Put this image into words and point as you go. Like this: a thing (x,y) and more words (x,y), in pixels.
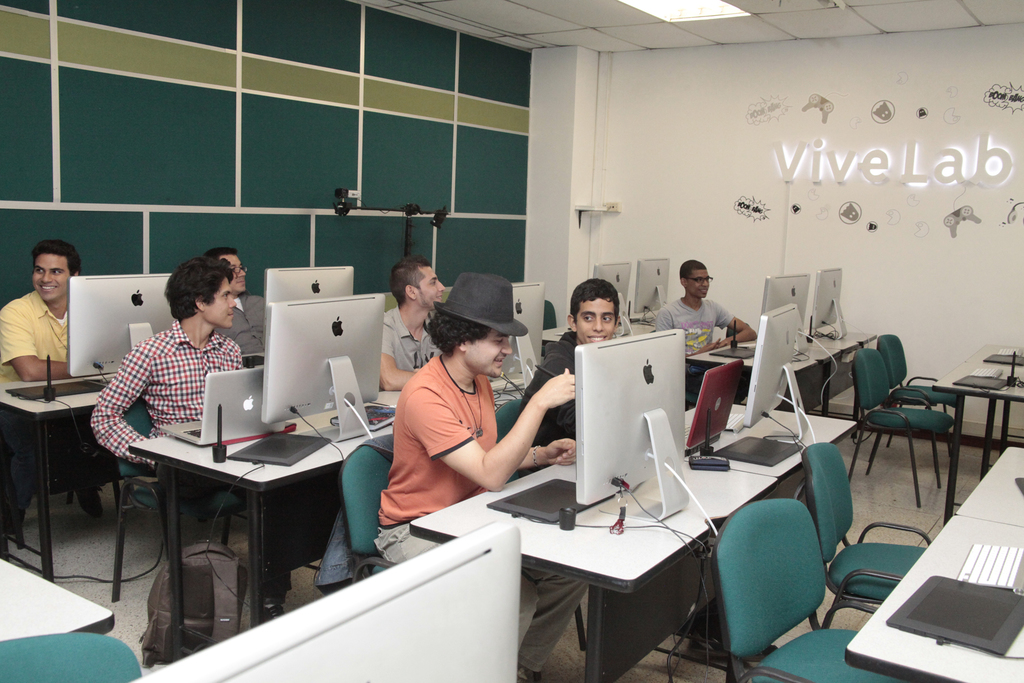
A picture inside of a room (261,138). On wall (708,205) there are stickers (996,98) and light (813,157). These persons (420,304) are sitting on a chair (853,395), in-front of them there are tables (845,422), On this tables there are laptops (240,422), monitors (613,431) and device (546,512). Front this person (448,425) wore hat (493,302).
